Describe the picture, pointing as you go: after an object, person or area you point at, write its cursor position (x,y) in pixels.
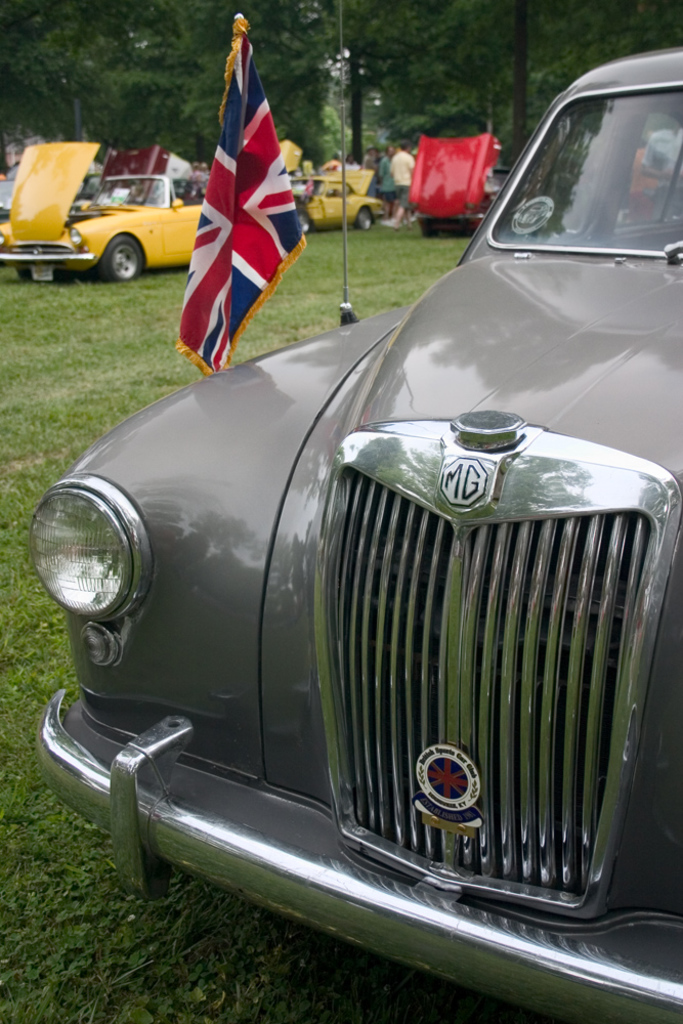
In the picture we can see a car (637,996) is parked on the grass surface (116,333) and in the car (580,352) we can see a small flag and far away from the car (163,530) we can see some cars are parked and behind it we can see some trees (485,102).
